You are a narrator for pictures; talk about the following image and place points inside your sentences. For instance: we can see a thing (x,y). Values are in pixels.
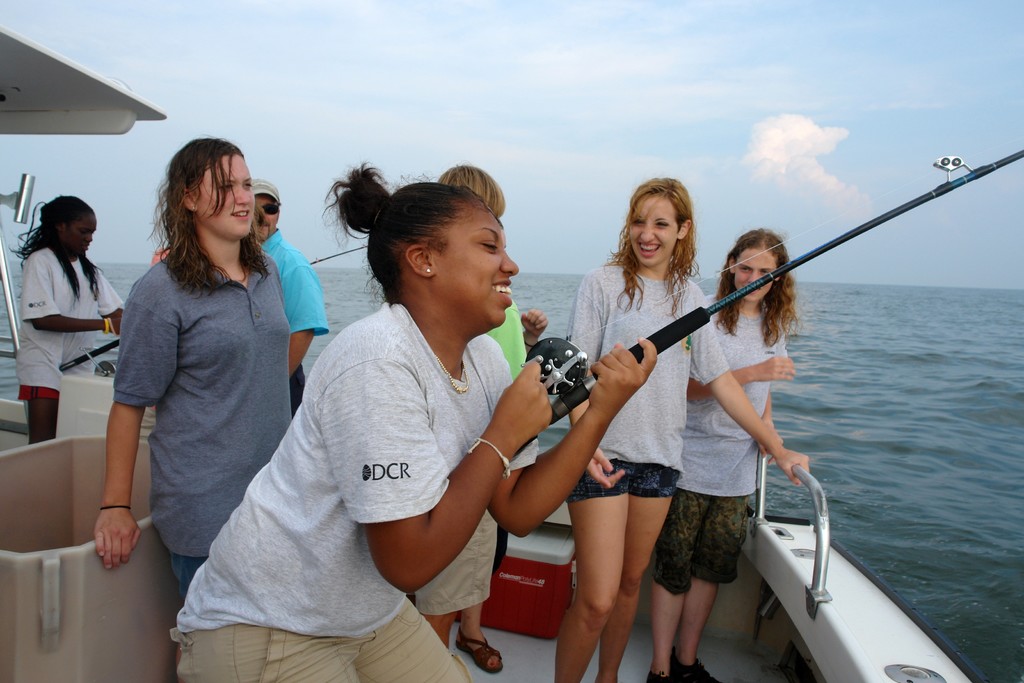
In this image I can see group of people (402,520) standing. The person (509,497) at front (464,492) wearing gray shirt (372,604), cream pant (339,649) holding some object (560,378) which is in black color, these persons (540,326) are in the boat (765,649) and the boat (809,579) is in the water (848,503). At back (812,129) I can see sky (659,145) in blue and white color.
